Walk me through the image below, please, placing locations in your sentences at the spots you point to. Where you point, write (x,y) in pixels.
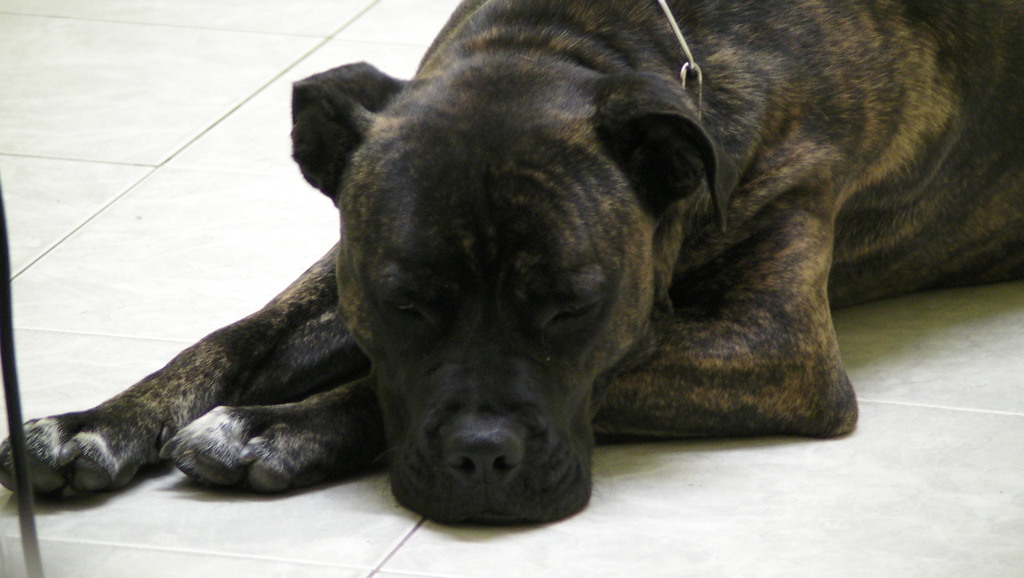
In the center of the image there is a dog (514,409) on the floor (146,510).
